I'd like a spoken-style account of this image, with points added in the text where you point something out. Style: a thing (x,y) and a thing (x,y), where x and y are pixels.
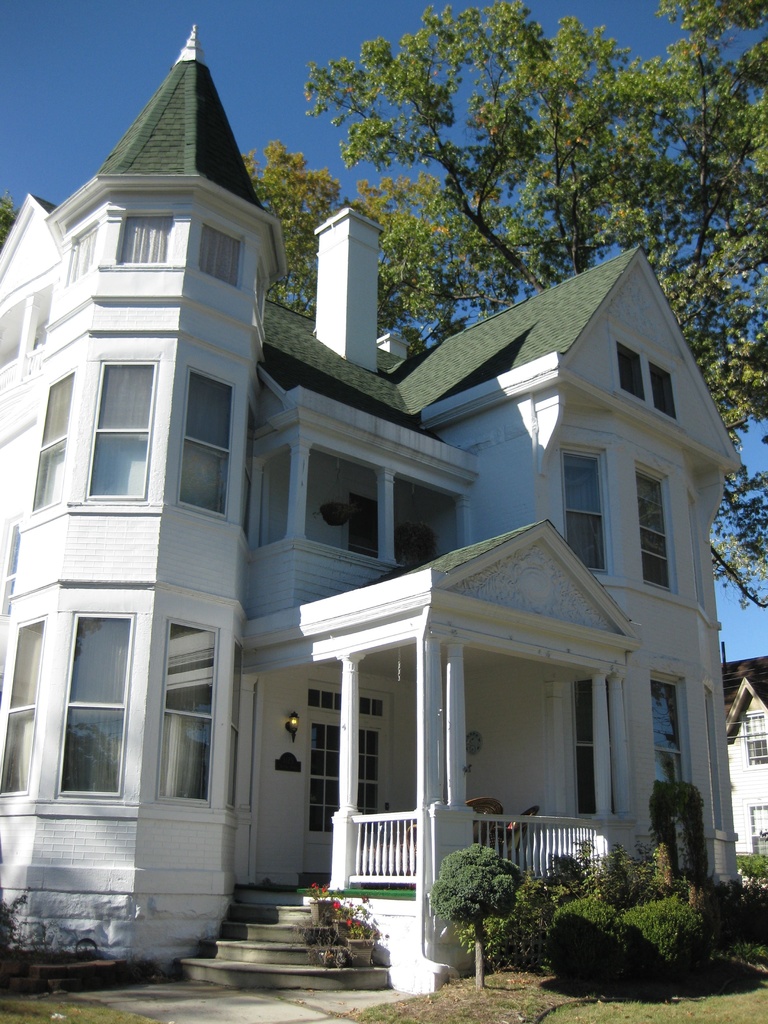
In this image, there are a few buildings (542,647). We can see the ground (490,1002) with some objects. We can also see some grass (495,988), plants (594,942) and trees (717,365). We can also see the sky (295,95). We can see some stairs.
